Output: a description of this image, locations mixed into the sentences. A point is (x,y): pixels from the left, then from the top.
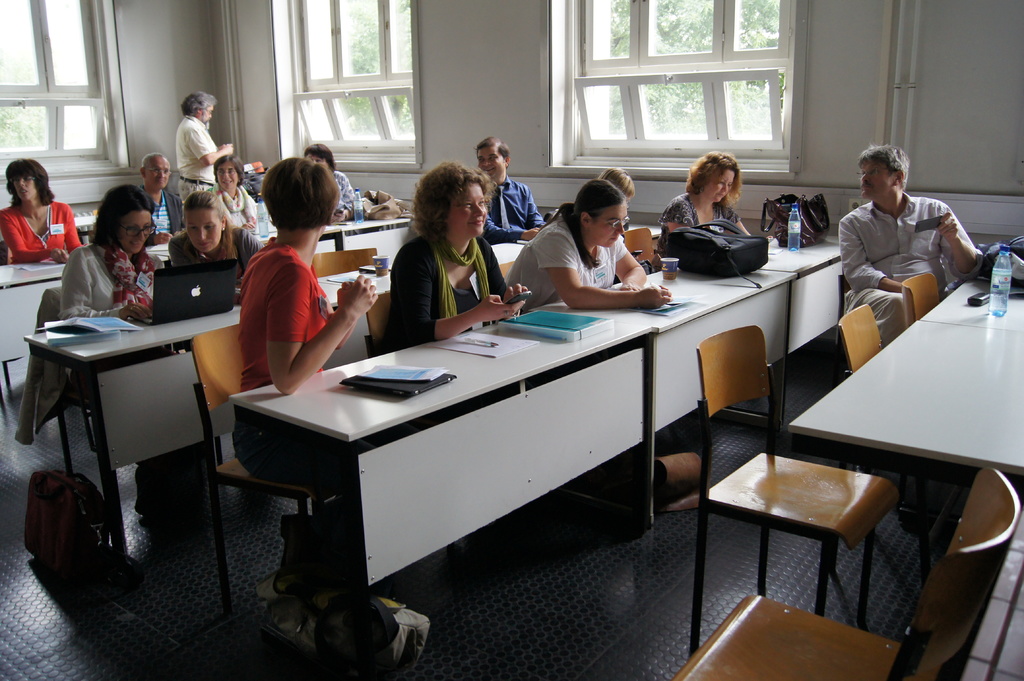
On the background (188,63) we can see wall (262,68) and windows (790,67). Through window glasses (704,50), trees (689,36) are visible. We can see one man (187,107) is standing near to the window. We can see all the students (198,249) sitting on chairs (754,389) in front of a table (673,395) and on the table (585,365) we can see books (392,382), papers (114,326), laptop (185,303), bottle (796,228), glasses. This is a floor (212,593).
